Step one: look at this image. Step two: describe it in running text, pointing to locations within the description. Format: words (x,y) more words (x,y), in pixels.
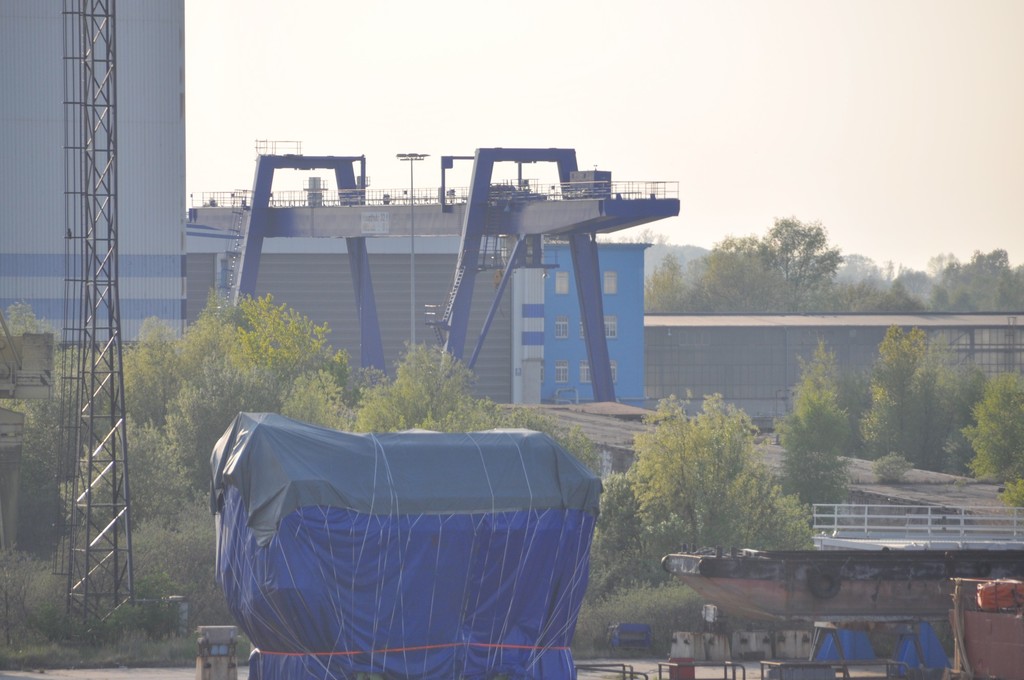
In this picture we can see buildings (36,217) and poles (604,387), here we can see trees (226,355) and some objects (597,372) and we can see sky (863,19) in the background (994,124).
